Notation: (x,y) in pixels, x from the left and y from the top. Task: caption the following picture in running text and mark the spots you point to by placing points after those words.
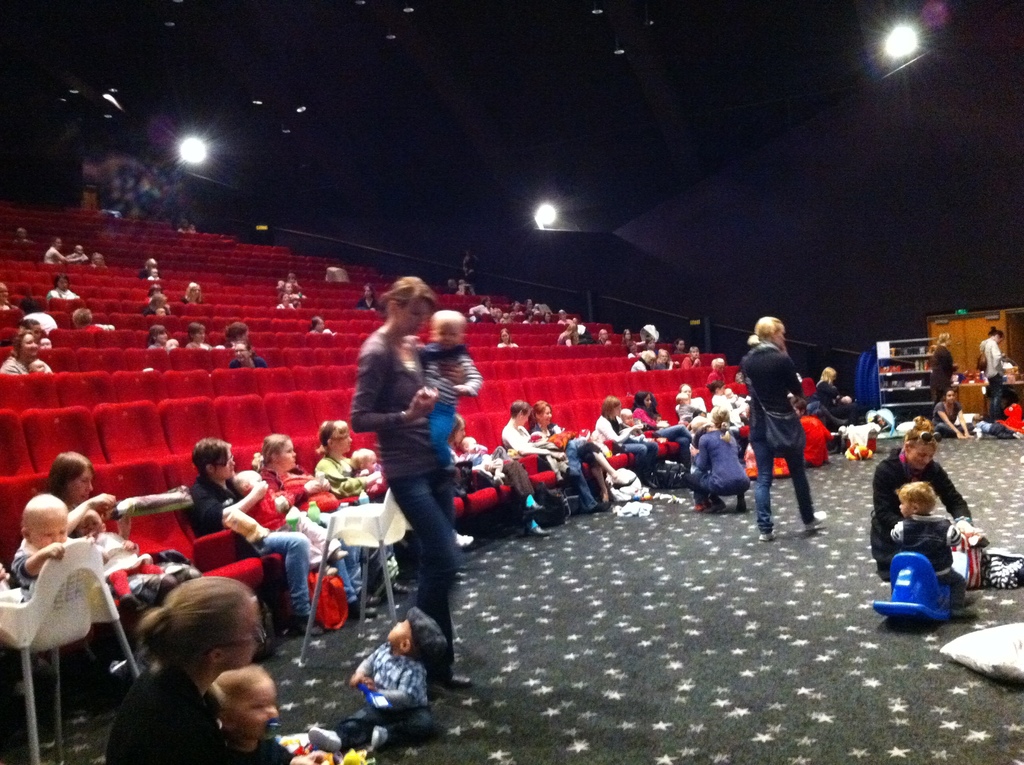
In this image I can see in the middle (448,352) a woman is holding the baby (442,435), on the right side (946,546) a baby (938,559) is playing with the blue color toy (933,592). On the left side (226,376) few people (718,374) are sitting red color chairs (247,456), at the top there are lights (892,48).
